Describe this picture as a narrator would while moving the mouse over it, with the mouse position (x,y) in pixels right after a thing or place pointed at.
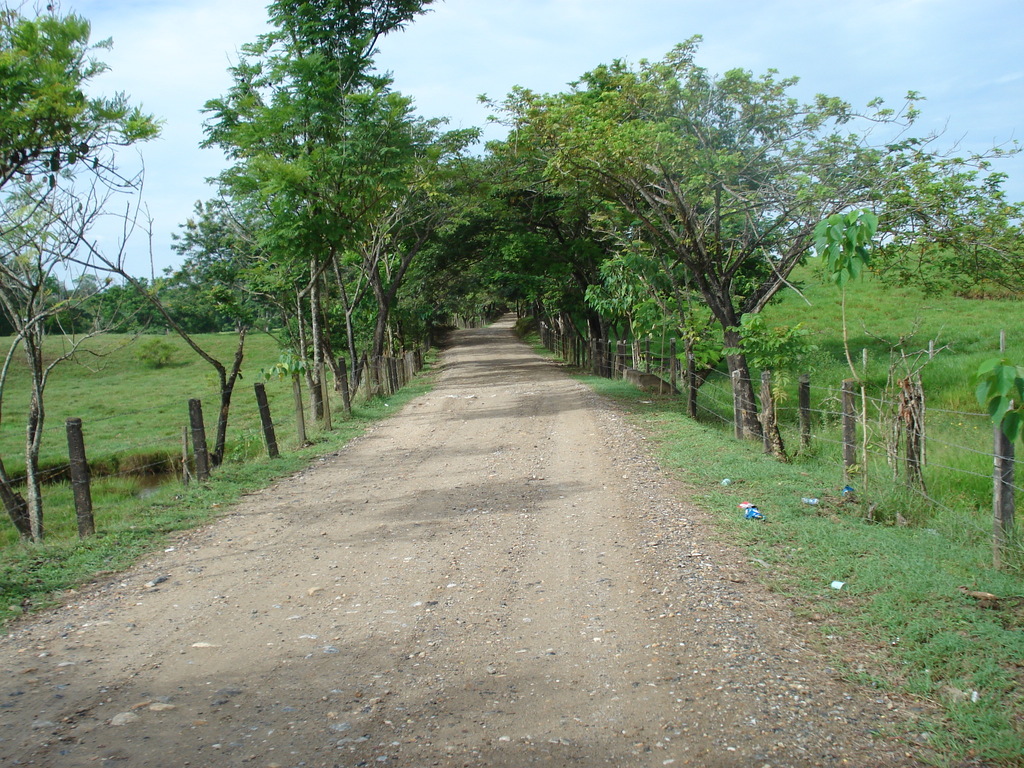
In this picture we can see the road (389,574), side we can see fencing (924,433), trees (373,237) and grass (133,439).
